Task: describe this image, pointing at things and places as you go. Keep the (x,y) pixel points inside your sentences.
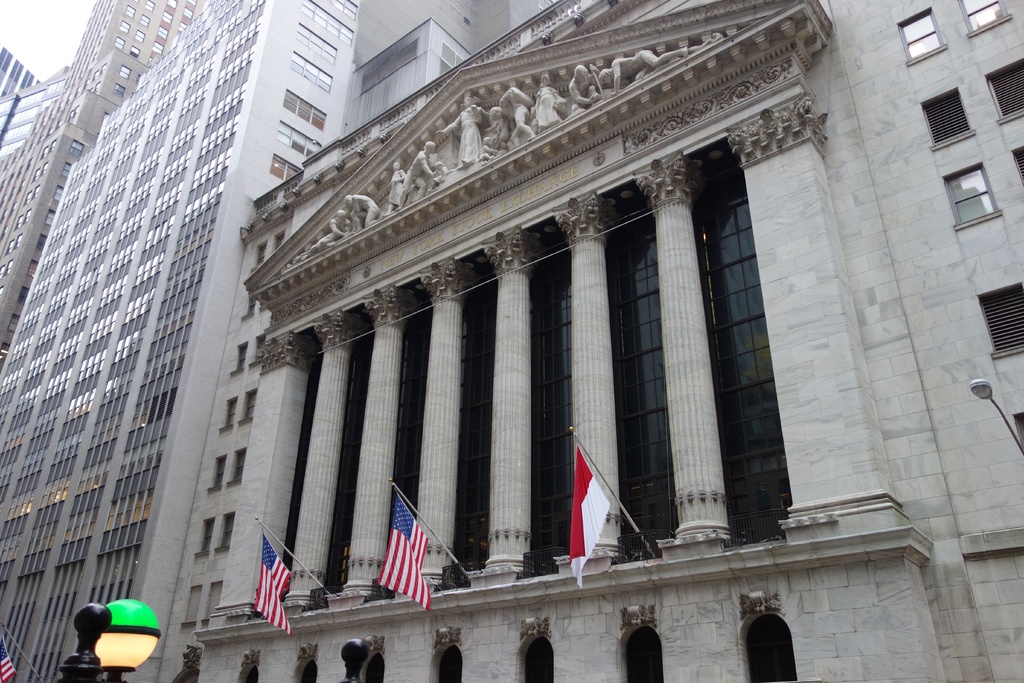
In this picture I can see buildings (573,336) and few flags (270,609) and couple of pole lights (120,617).
